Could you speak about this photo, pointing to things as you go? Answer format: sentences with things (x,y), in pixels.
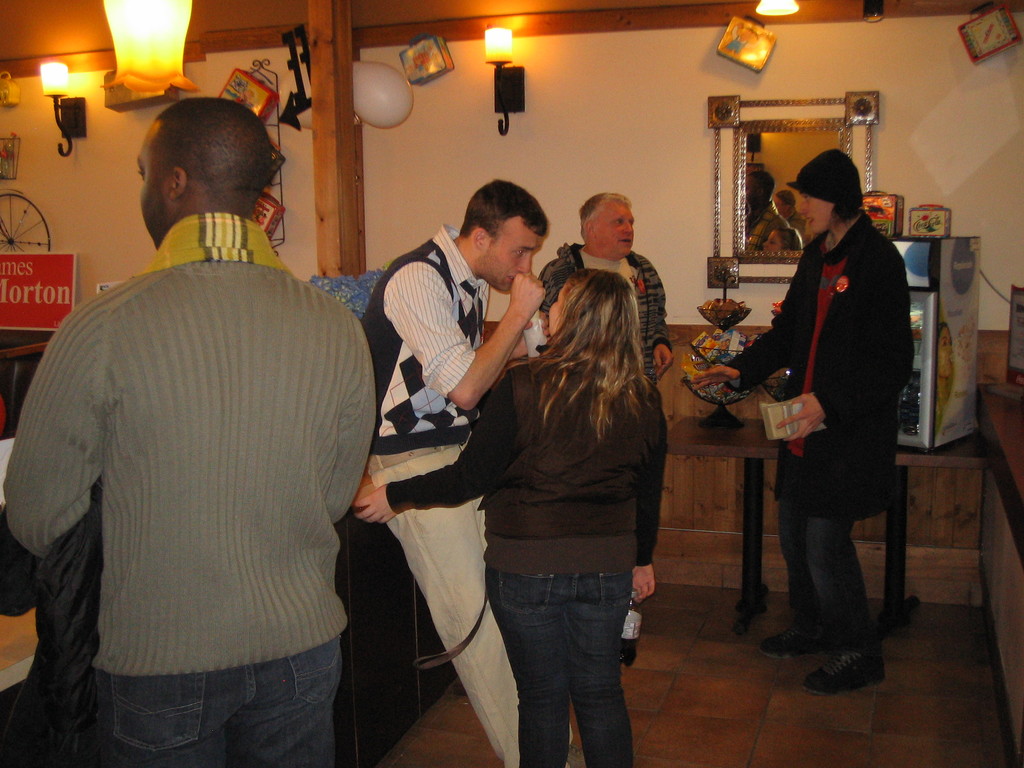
In this picture I can see a few people (862,403) standing and I can see a man (524,297) holding a can (539,339) in his hand (536,307) and a woman (646,473) holding a bottle (630,630) and another woman (824,388) holding something in her hand (722,369) and I can see small refrigerator (906,417) on the table (682,441) and looks like a mirror (765,150) on the wall (768,91) and I can see few lights (175,47) and balloons (364,80) and I can see board (56,278) with some text (31,265) on the left side (12,271) and I can see another table (994,528) on the right side (1009,534) and I can see small stand (718,399) on the table (750,431).
